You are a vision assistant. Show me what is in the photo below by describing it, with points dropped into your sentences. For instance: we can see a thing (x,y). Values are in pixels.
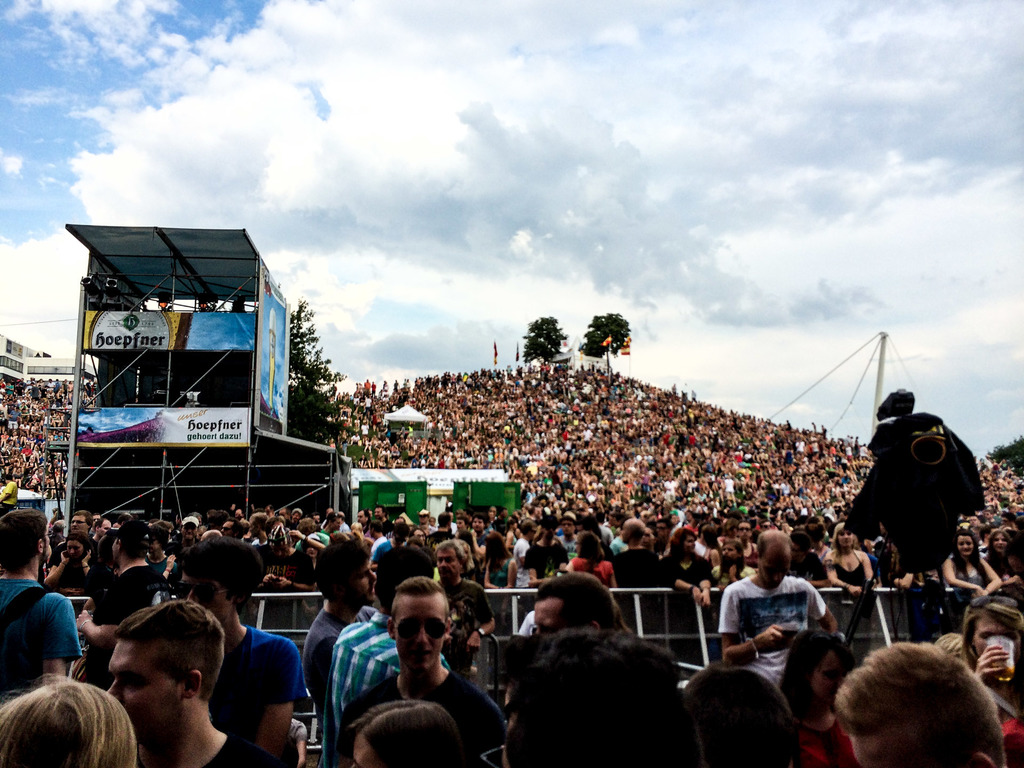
At the bottom of the image (291,648) there are many people (511,699) standing. Behind them there is a fencing (878,616). Behind the fencing (878,616) there is a crowd (687,563). In between the crowd (57,383) there is a building (240,409) with roofs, rods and banners (193,443). And in the background (42,370) there are trees (550,334) and buildings (64,368). At the top of the image (581,65) there is sky (503,144) with clouds (450,229).
